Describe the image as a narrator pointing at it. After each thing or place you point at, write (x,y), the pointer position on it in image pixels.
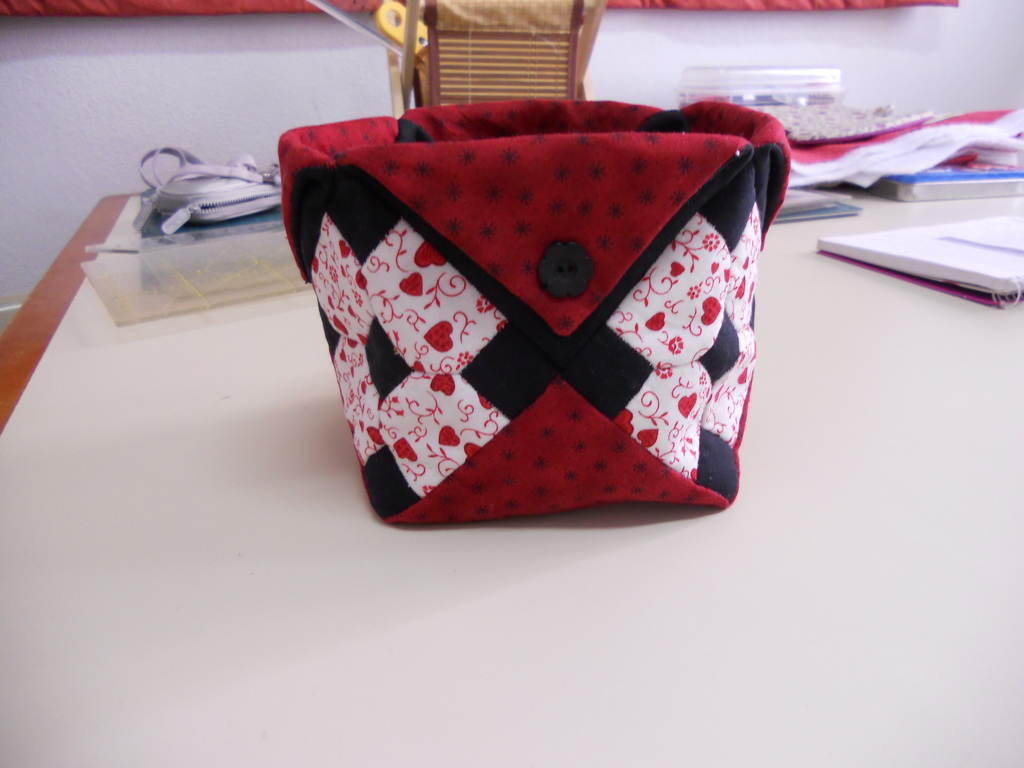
In the image in the center (462,377) we can see bag (583,265) on the table (191,407). Coming to the background (657,104) we can see wall (329,68) and some objects (349,23).
